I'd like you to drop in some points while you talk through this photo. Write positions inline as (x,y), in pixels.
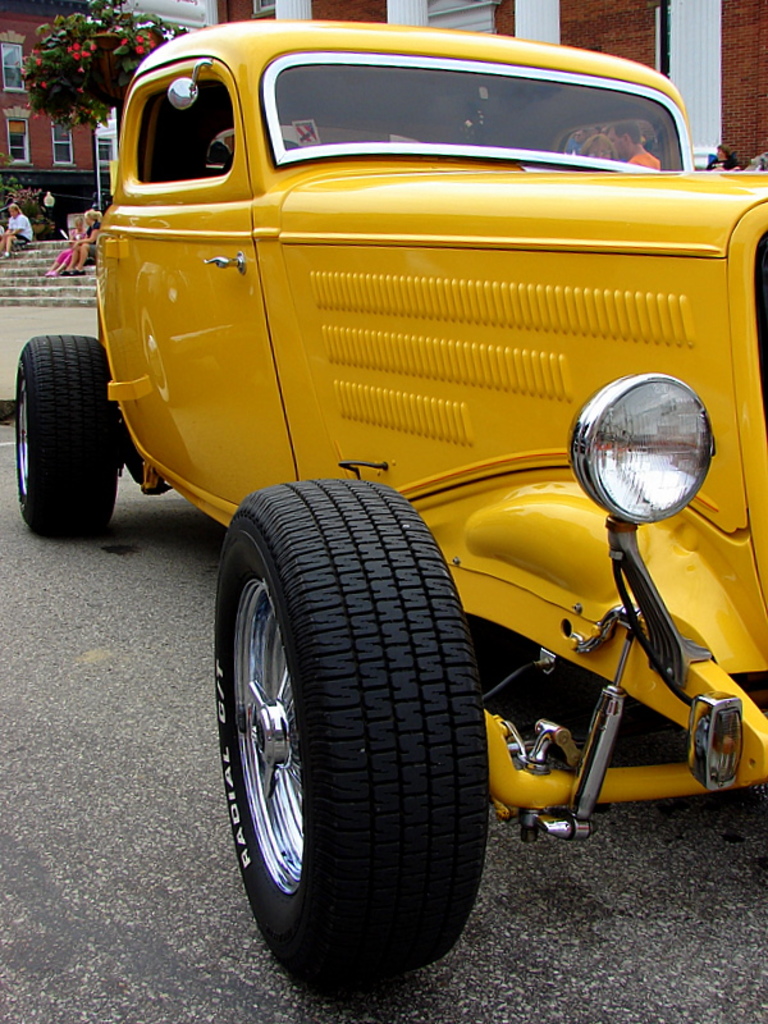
In the foreground (267,280) we can see car (346,254) and road (18,557). On the left (70,249) there are people (8,235), staircase (50,266), tree (32,87), plant (39,110) and building (36,136). In the background (463,7) we can see building (662,48). On the right (719,150) we can see a person (722,147).
